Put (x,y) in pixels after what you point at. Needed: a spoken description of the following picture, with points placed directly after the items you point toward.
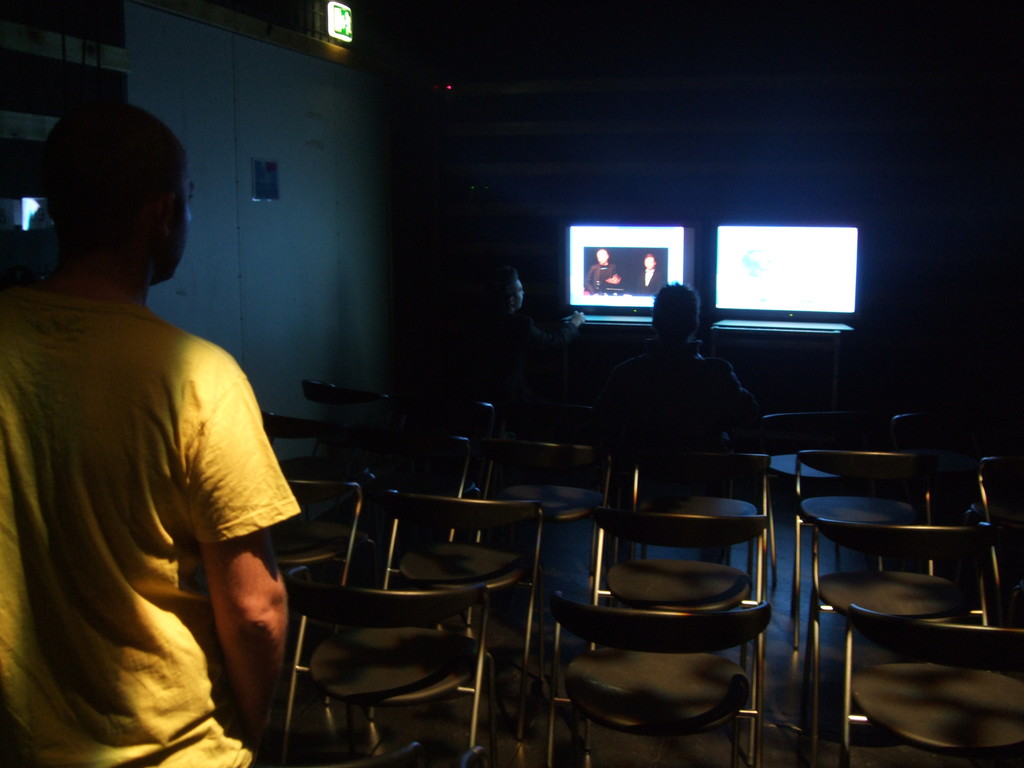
In this picture we can see two screens (795,242) and on one screen (587,246) we can see two persons (594,269) and in front of this screens (598,257) there are so many chairs (378,654) and at back side the man (73,286) with yellow color T-Shirt (128,423) is standing and in front we can see two persons (496,331) are sitting on this chairs (595,596) and on left side (301,199) we can see a wall (326,180).
